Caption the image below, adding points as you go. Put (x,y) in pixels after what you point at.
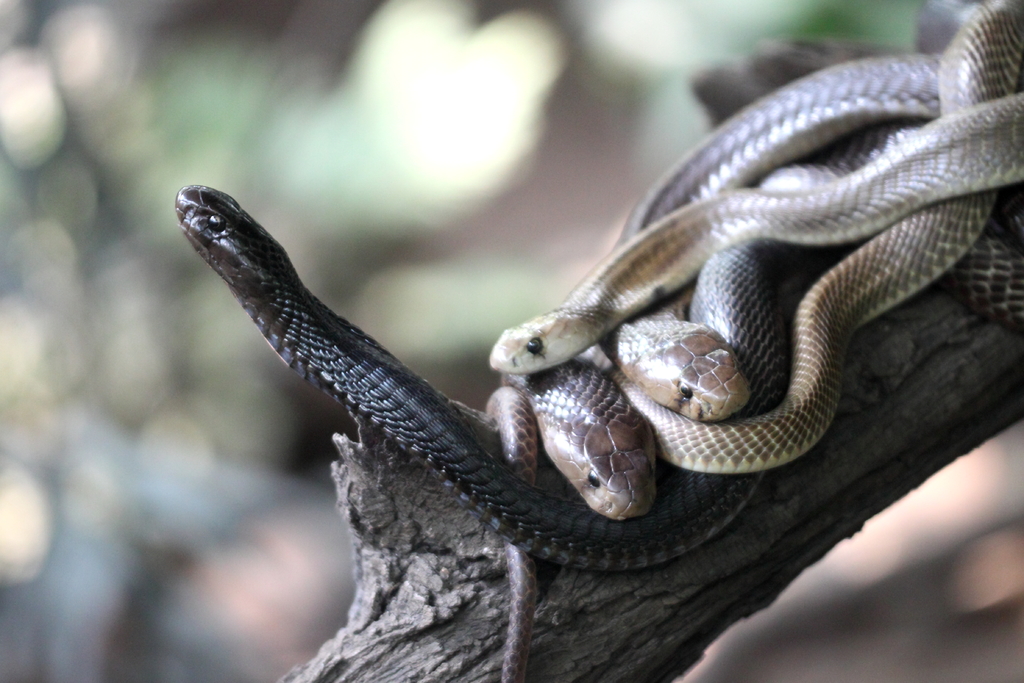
Snakes (562,452) are on this wooden branch (914,327). Background (412,217) it is blur.
